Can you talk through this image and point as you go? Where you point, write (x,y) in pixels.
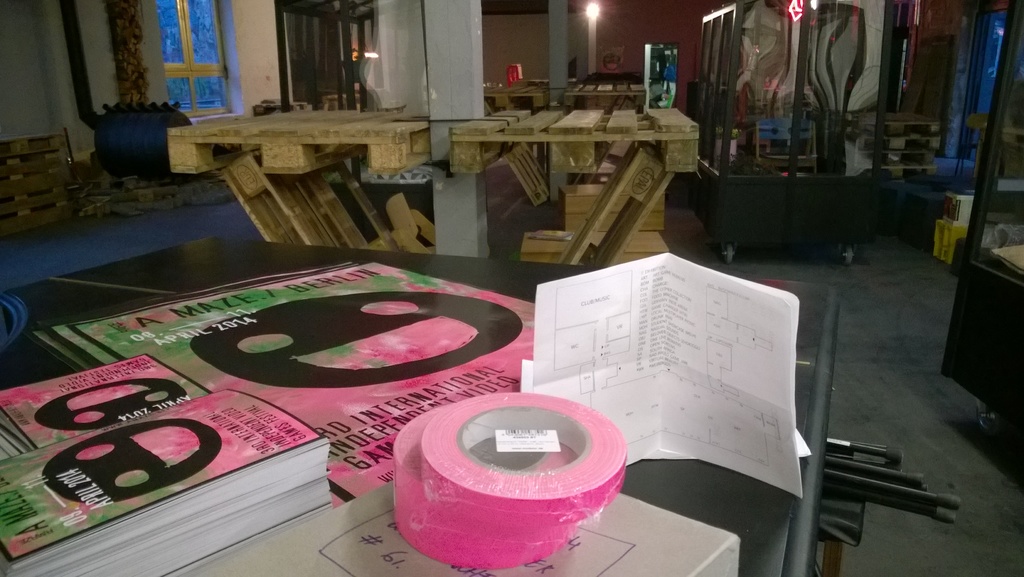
In this picture we can see a table (651,502) in the front (732,499), there are some books (69,417), papers (542,356) and tapes (460,517) present on this table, we can see wooden things (594,202) and pillars (476,97) in the middle (580,207), on the left side (212,56) there is a window (212,56), on the right side (781,69) there is a glass (753,67), in the background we can see a light (594,20).
